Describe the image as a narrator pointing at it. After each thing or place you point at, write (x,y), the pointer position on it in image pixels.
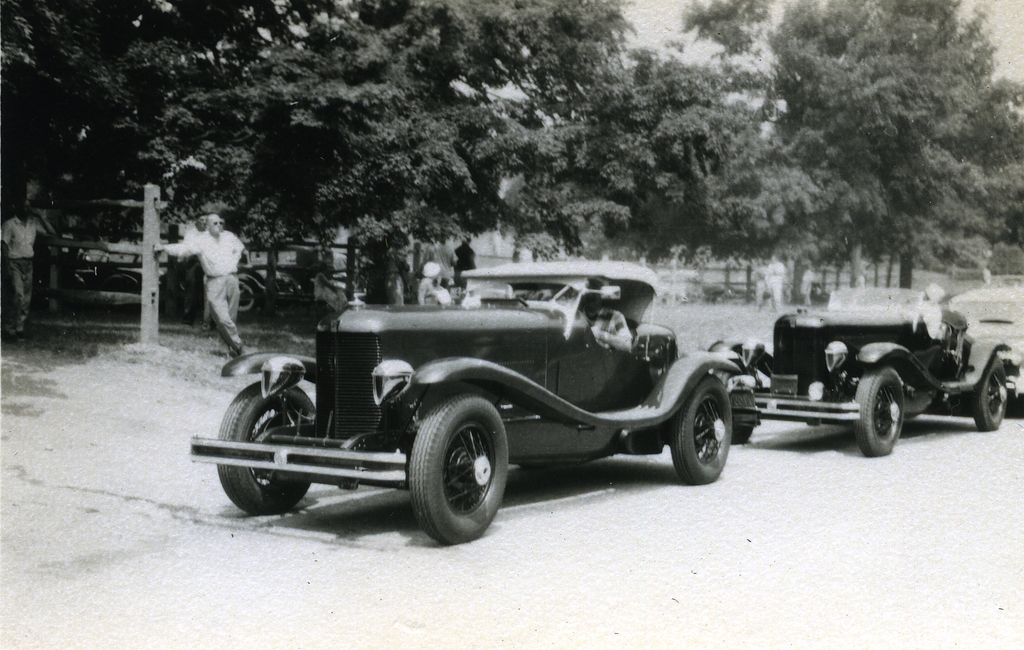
There are vehicle (999,352) parked on the road (773,486). In the background (234,272), there are persons (232,256), under trees (458,118) standing on the grass (130,337) on the ground (188,334). And there is sky (682,40).
